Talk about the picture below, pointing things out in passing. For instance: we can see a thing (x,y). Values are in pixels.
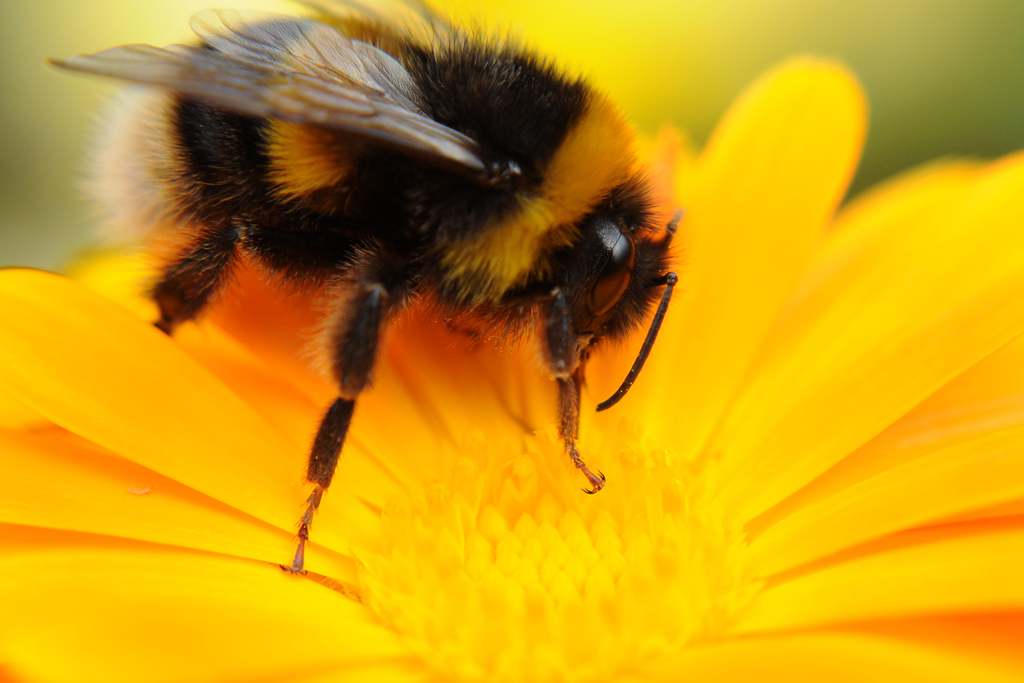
In this picture we can see a bumblebee (426,269) on the flower (679,500).
